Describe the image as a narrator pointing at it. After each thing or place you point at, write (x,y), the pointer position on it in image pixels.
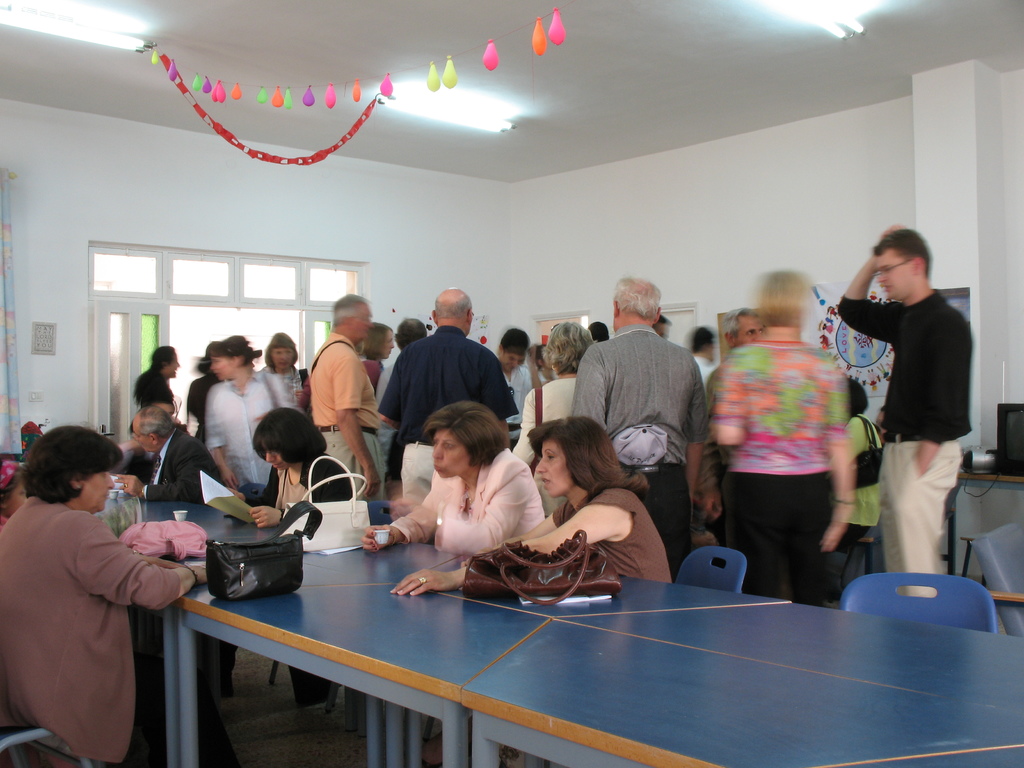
This is the picture of a room (417,518) where we have some people (169,483) sitting on the chair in front of the table (364,612) on which there are some handbags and other things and behind there are some people (660,346) standing and there are some balloons (214,89) to the ceiling (373,15).
